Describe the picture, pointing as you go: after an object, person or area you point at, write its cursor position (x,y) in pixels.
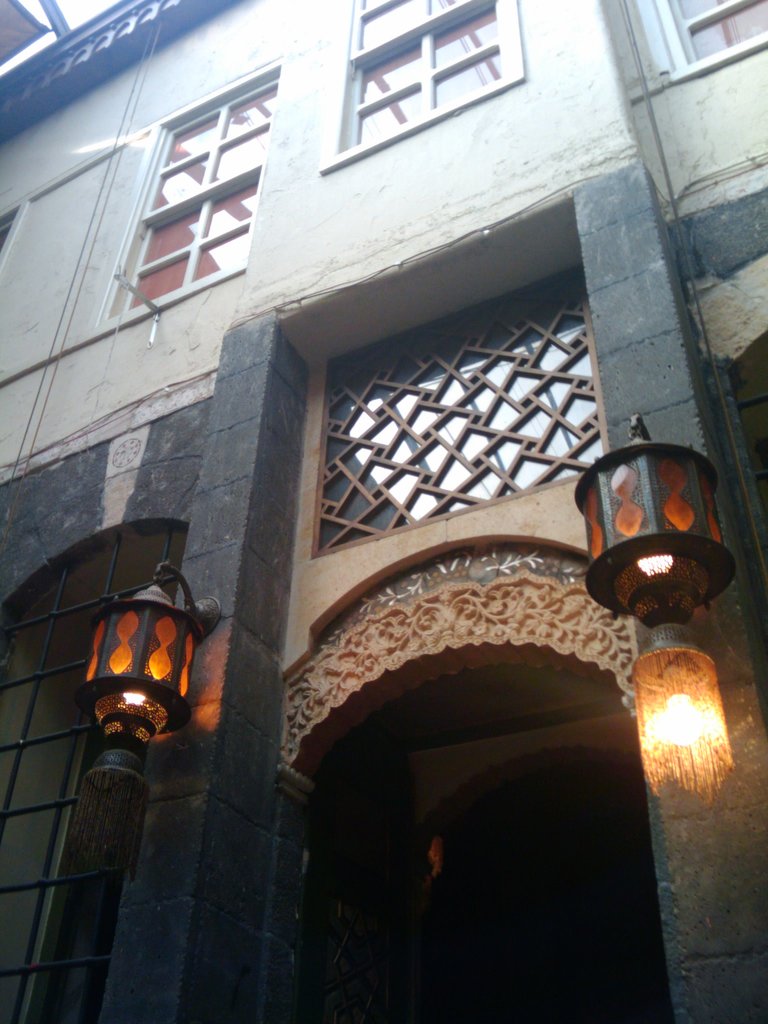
In this image in the center (286,359) there is a building (232,438) and there are two lamps (691,600) hanging on the wall (202,668) of the building (376,616).
